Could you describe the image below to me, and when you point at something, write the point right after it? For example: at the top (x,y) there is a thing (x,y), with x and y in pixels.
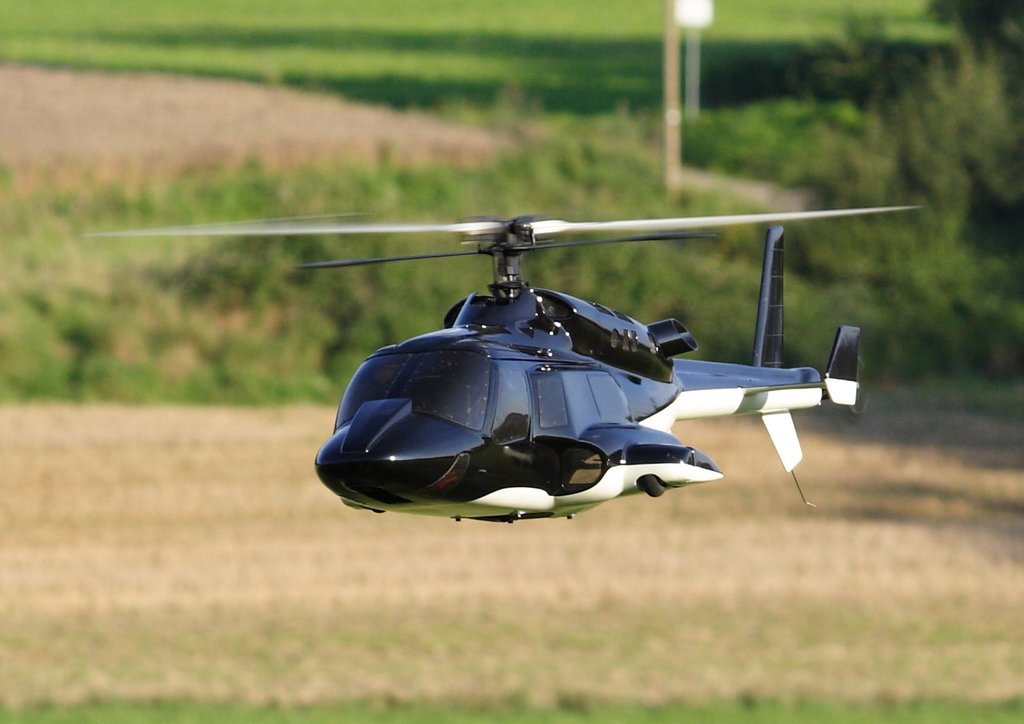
It is the image of a helicopter (513,332) flying in the air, the background of the helicopter (617,322) is green and brown.
